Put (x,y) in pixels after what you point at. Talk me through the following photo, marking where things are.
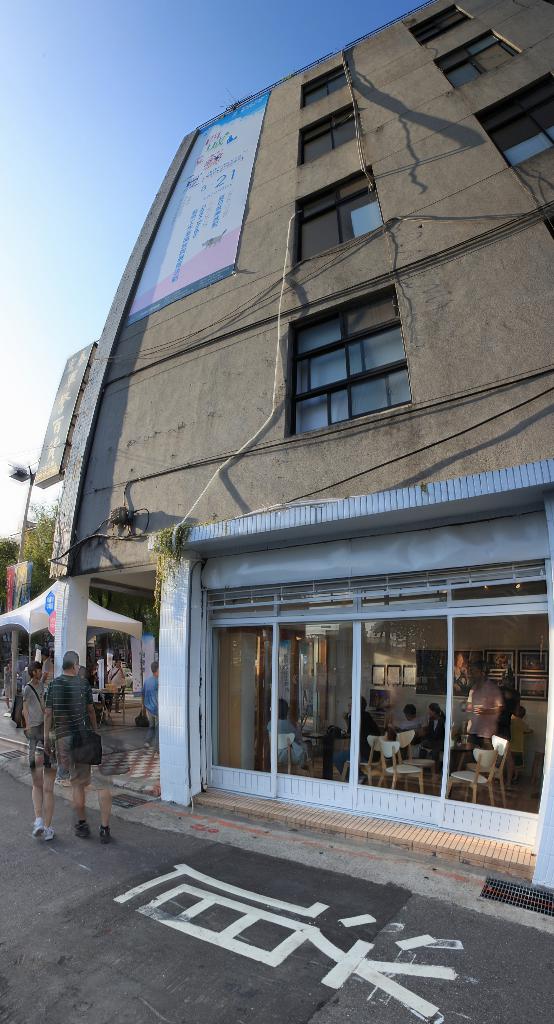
This image consists of a building (377,294) to which there is a banner (218,229). On the left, there are two persons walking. At the top (52,163), there is sky (46,181).
